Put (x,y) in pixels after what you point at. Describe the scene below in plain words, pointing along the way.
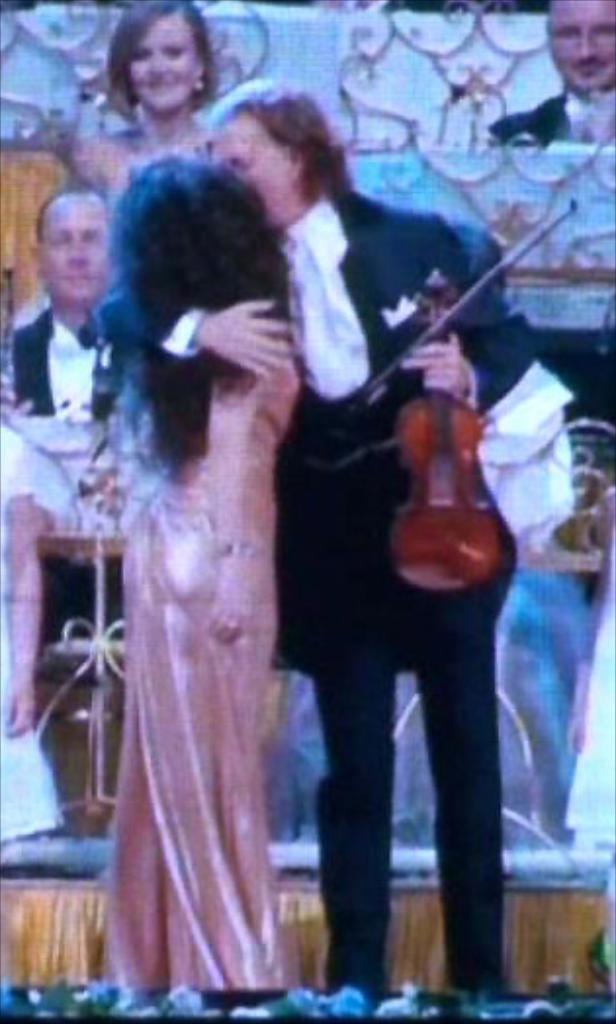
In this image i can see a man (337,481) holding a musical instrument (408,536) and a woman (229,456) in his hands (261,331). In the background (591,88) i can see few people (591,88) sitting.
